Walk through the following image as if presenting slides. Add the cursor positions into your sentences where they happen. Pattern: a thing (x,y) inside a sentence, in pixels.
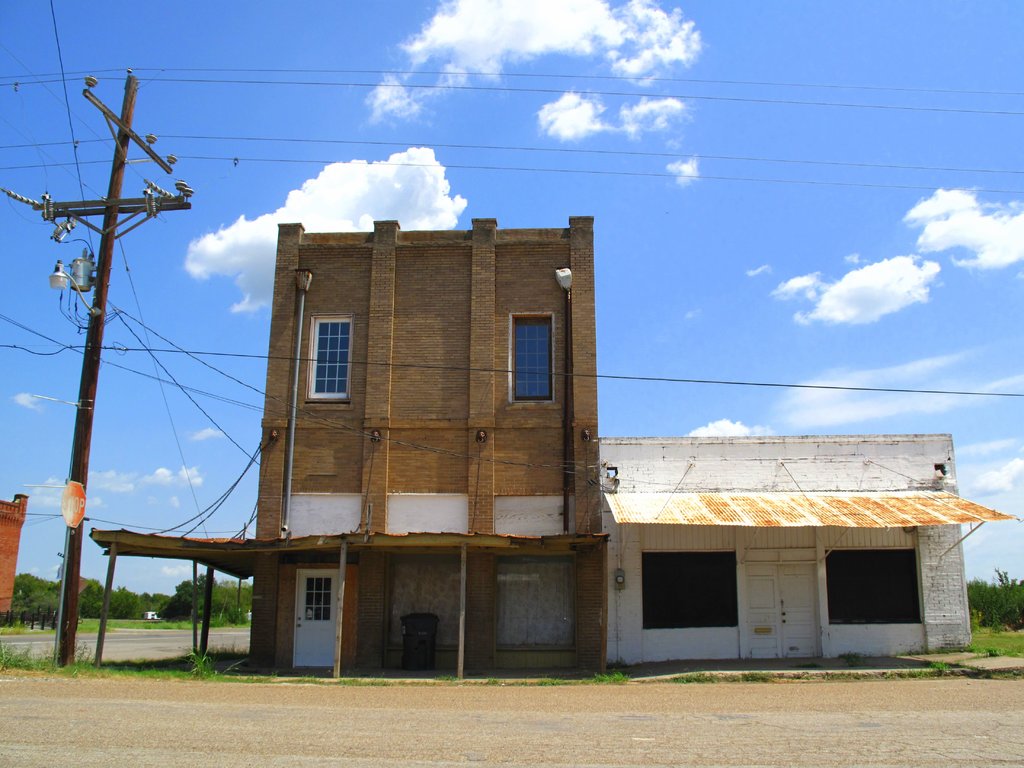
In the center of the image (421,299) there are buildings (487,454). In the background of the image (622,253) there is sky (971,299), clouds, trees (999,612). At the bottom of the image (369,723) there is road (185,739). There is a electric poles (112,206) and wires (140,79).
